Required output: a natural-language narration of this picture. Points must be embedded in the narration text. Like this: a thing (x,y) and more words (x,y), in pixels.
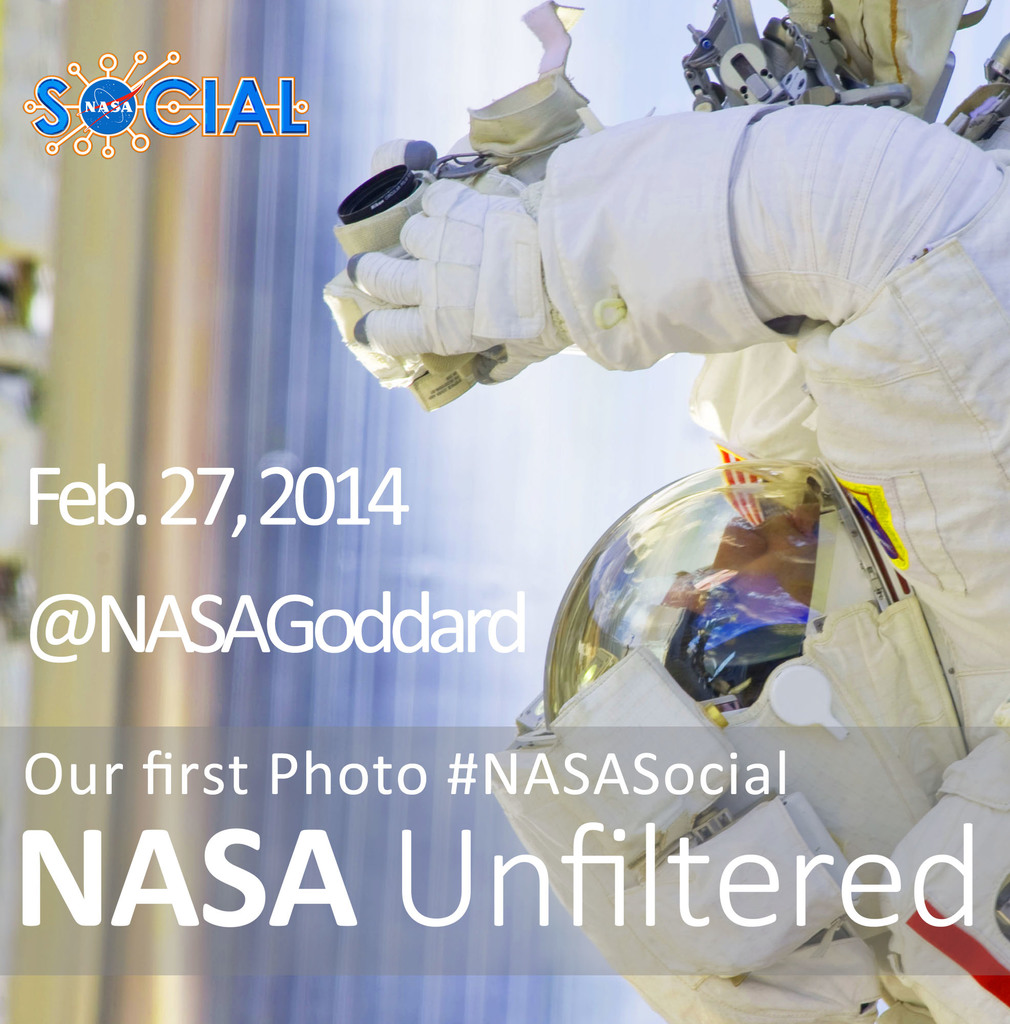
In this image, we can see an astronaut (726,432) holding an object (349,221) and we can some text (319,791) and a logo (168,87).
